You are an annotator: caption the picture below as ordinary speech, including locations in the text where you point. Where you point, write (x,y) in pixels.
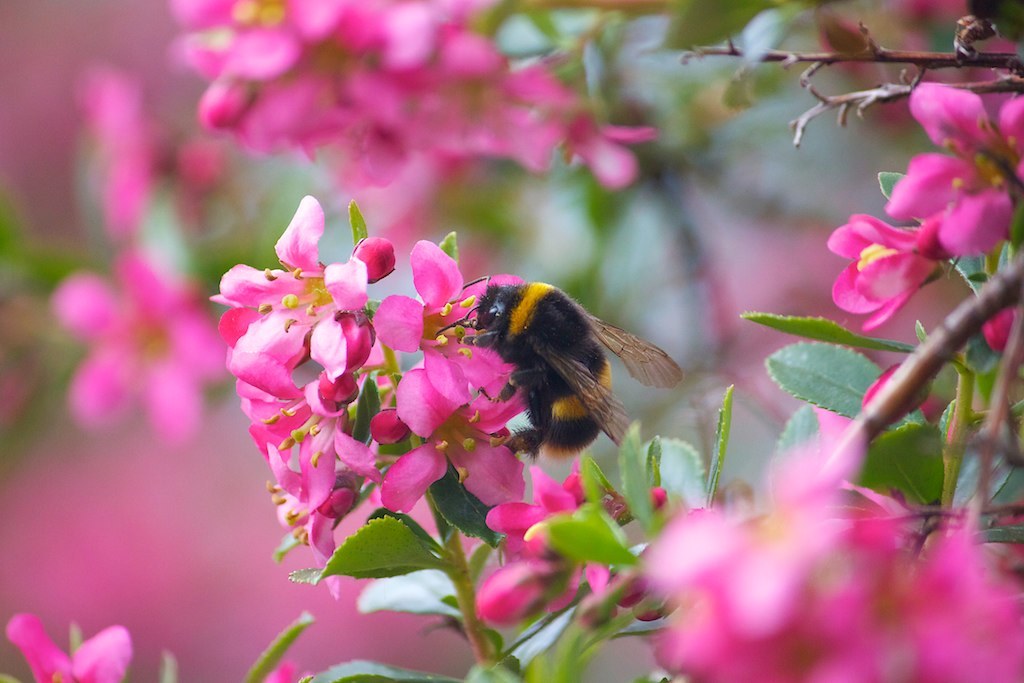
In this picture we can see an insect (532,393) on some pink flowers (361,474).
